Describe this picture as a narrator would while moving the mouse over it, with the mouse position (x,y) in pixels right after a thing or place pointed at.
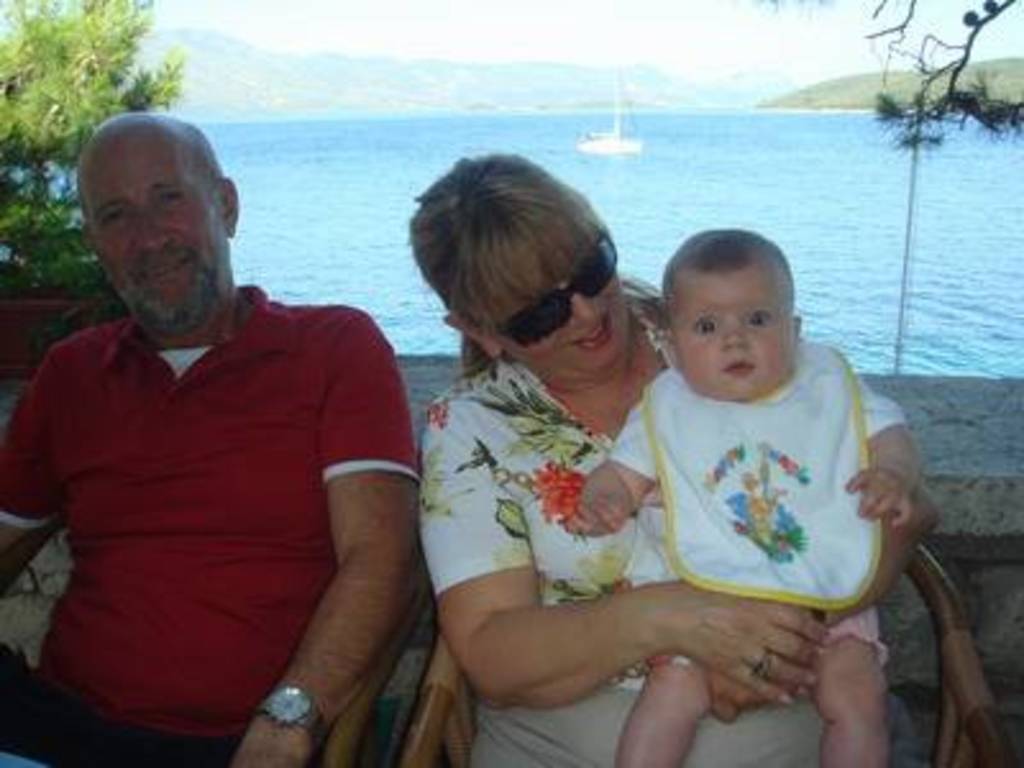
In this image there is a aged couple (156,401) sitting on chairs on which lady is holding baby (696,294) on the lap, behind them there are trees (24,239), ship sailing in water (858,195) and some mountains (552,99).
